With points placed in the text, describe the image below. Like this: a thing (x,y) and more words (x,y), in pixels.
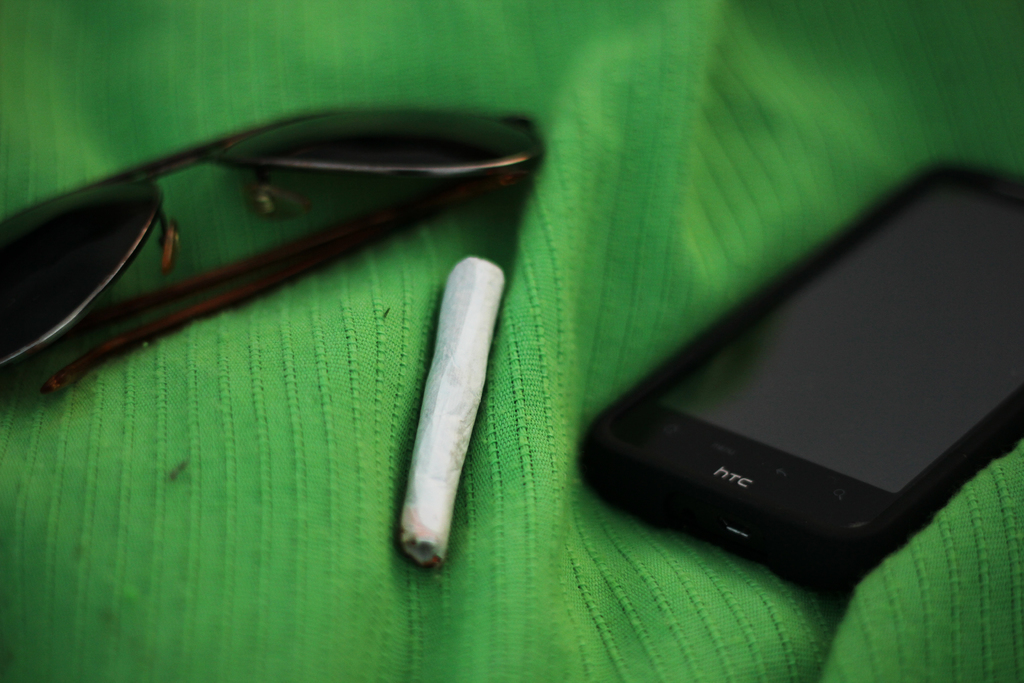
In this image there is a mobile (827,449), glasses (93,231) and an object (433,398) on a green cloth (350,492).
